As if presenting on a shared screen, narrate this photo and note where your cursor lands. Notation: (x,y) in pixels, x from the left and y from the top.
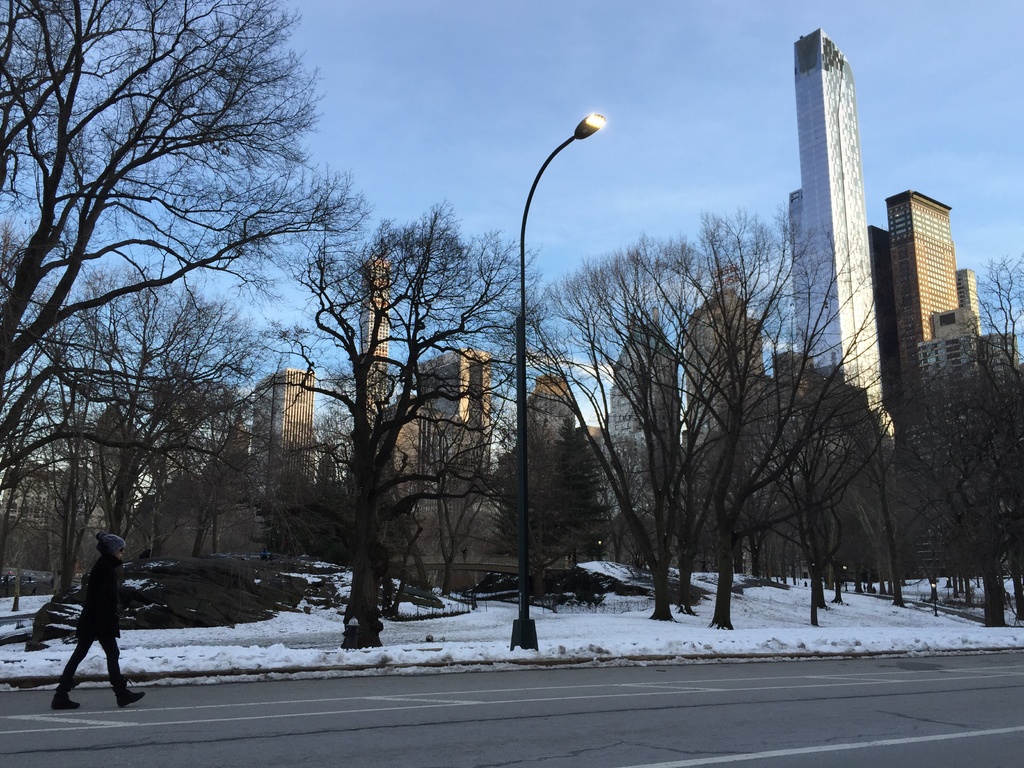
A person (115,646) is walking on the road (812,720). There is snow (683,637), trees (569,524), pole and buildings (824,147) at the back (854,415).
